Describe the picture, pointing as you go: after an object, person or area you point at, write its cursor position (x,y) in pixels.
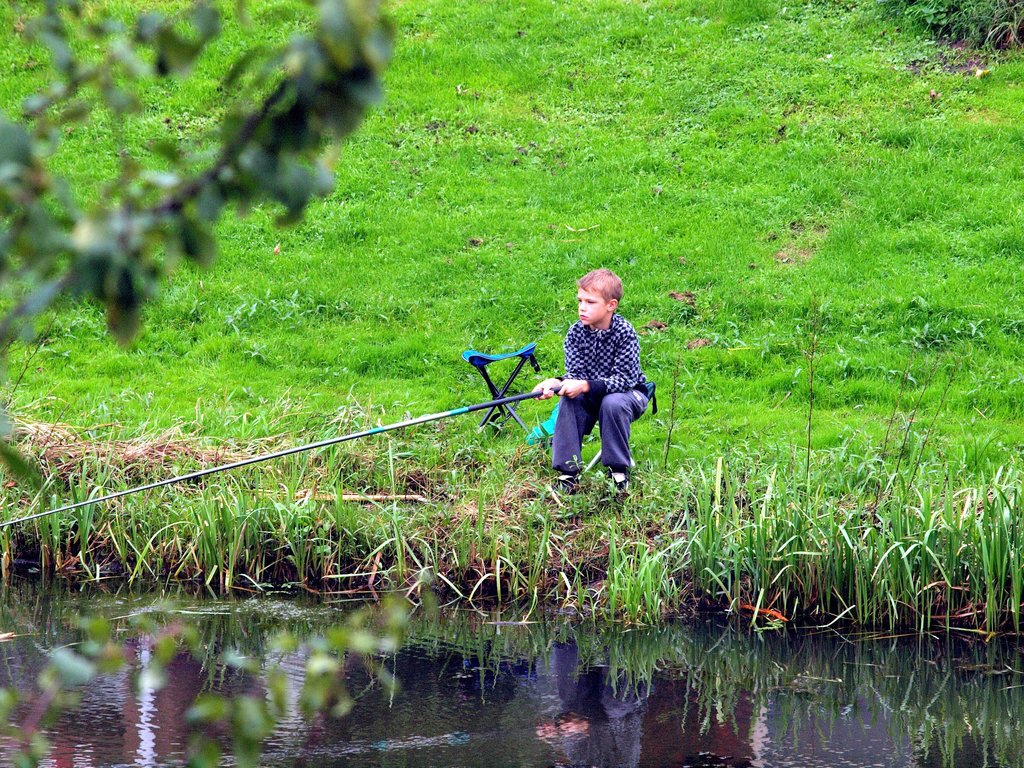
The boy (606,398) in the middle of the picture (602,327) is sitting on the chair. He is holding a long iron stick (408,425) in his hand (565,390). I think he is fishing. In front of him, we see the water (493,636) in the pond (302,683). In the background (610,223), we see the grass (822,337). In the left top (338,69), we see a tree (40,186).
